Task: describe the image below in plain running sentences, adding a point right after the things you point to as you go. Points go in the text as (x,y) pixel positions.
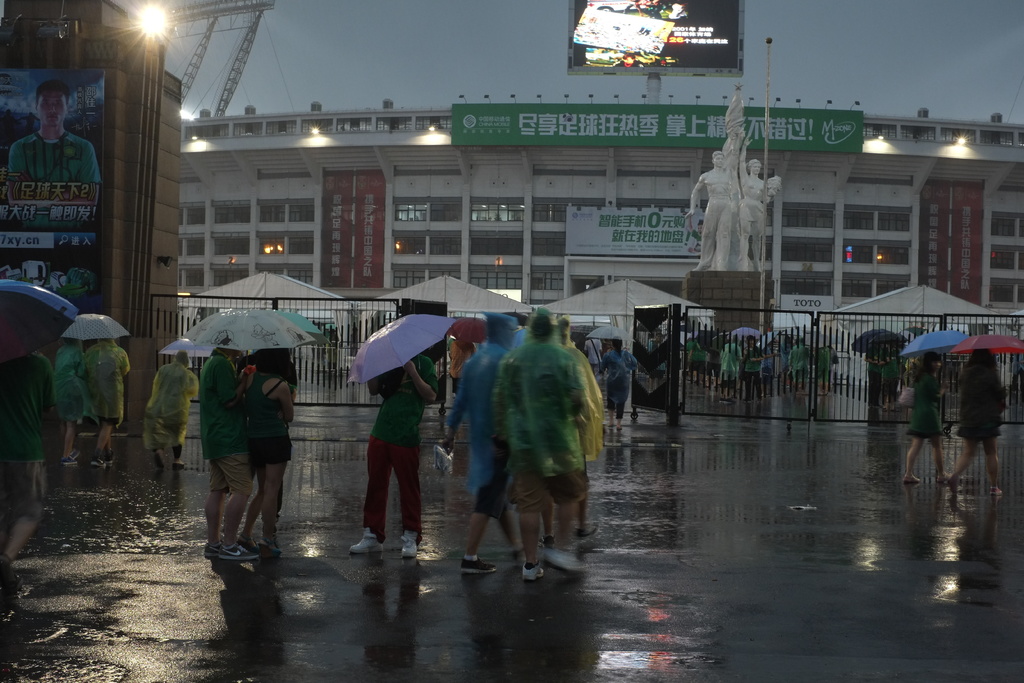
In this picture I can see group of people (625,360) standing and holding umbrellas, there are boards (368,232), there is a statue (729,219) of two persons (749,254) standing, there are lights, there is a screen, there is a building (623,150), and in the background (458,33) there is sky (867,24).
